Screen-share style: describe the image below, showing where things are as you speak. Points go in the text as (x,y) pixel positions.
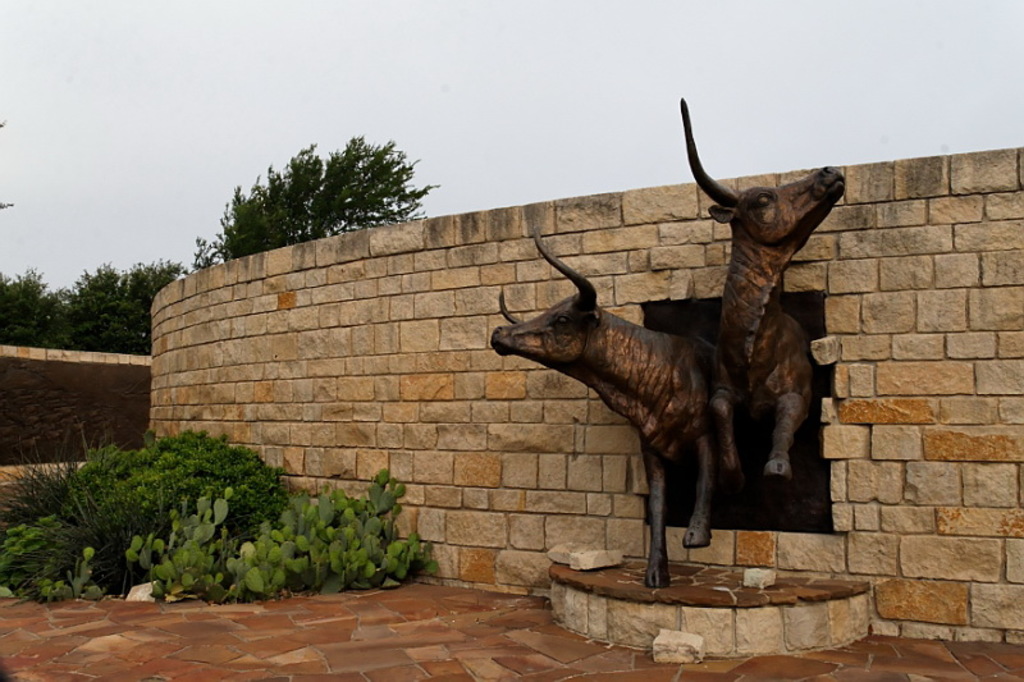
In this image, I can see the sculptures (666,449) of two animals (646,369) and the wall (400,337). In front of the wall (288,451), there are plants (191,520). In the background (102,329), I can see the trees (331,179) and the sky (474,11).
